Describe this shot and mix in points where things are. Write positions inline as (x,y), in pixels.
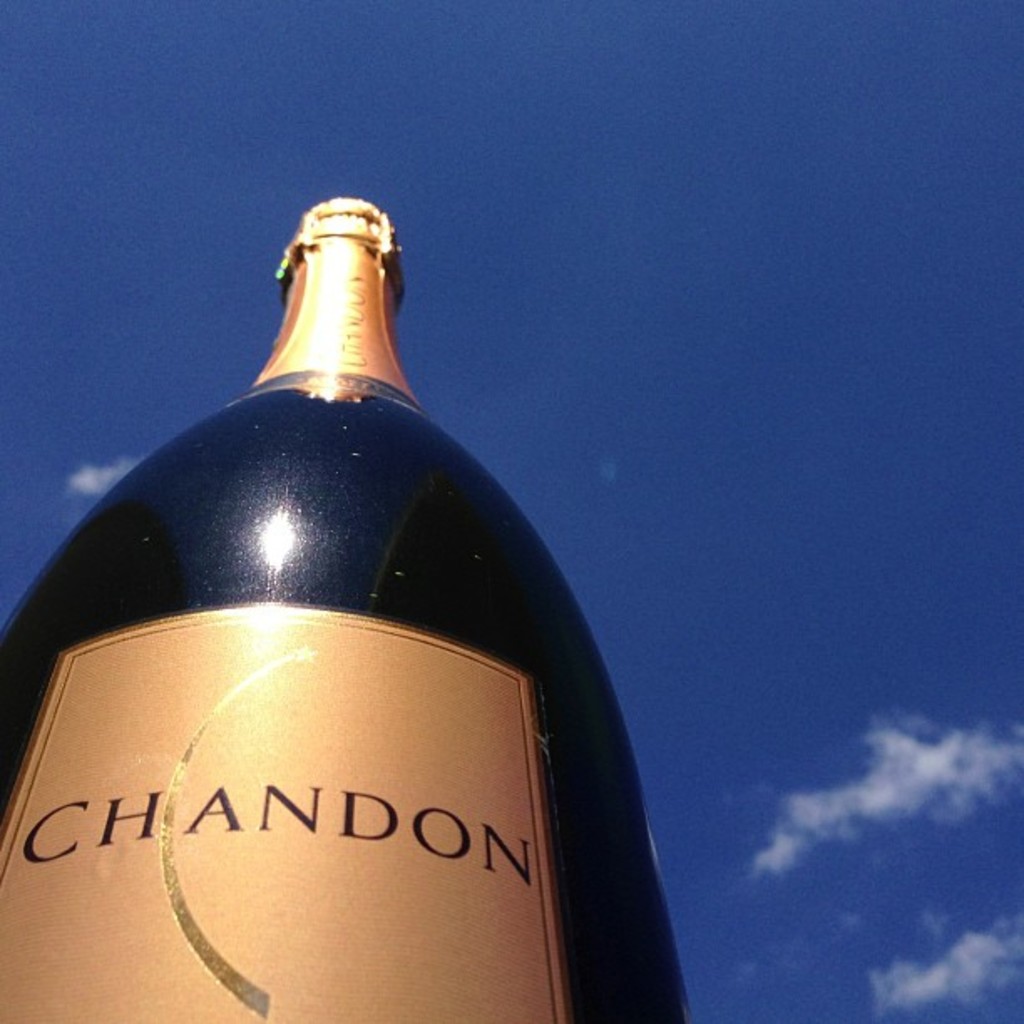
In the bottom left corner of the image (193,893) we can see a bottle (375,485). On the right side of the image (988,743) there are some clouds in the sky (45,47).
